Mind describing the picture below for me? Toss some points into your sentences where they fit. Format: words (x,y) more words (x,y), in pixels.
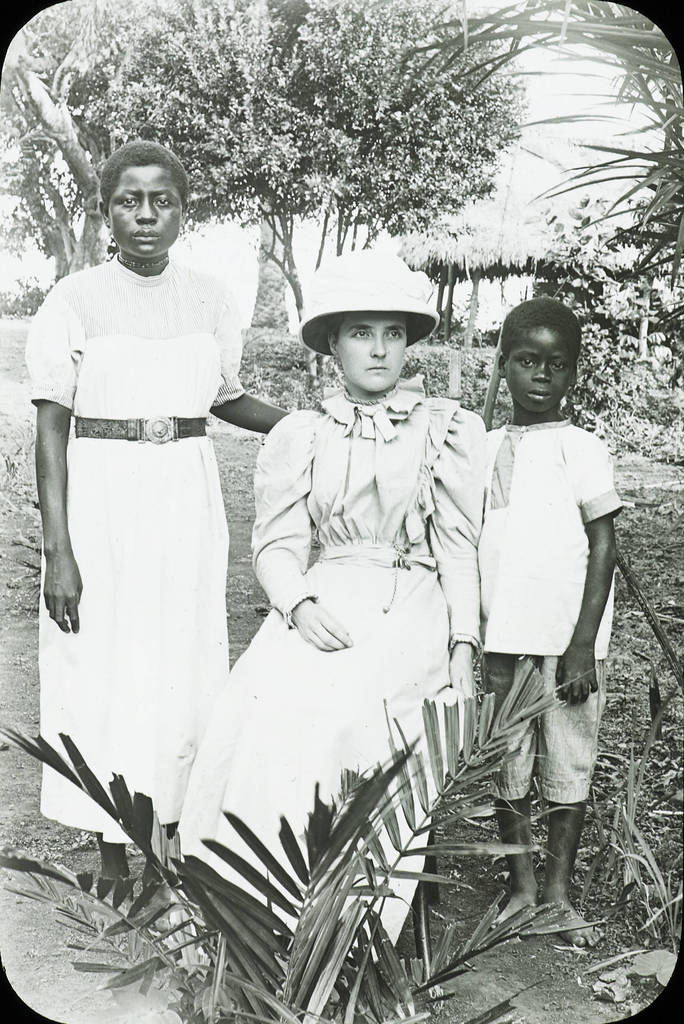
In this image we can see three persons (166,494) and among them a person (382,537) is sitting. In front of the persons (175,762) we can see the plants (411,1009). Behind the persons (359,319) there are few plants (295,344), trees (596,334) and a hut (517,255).
